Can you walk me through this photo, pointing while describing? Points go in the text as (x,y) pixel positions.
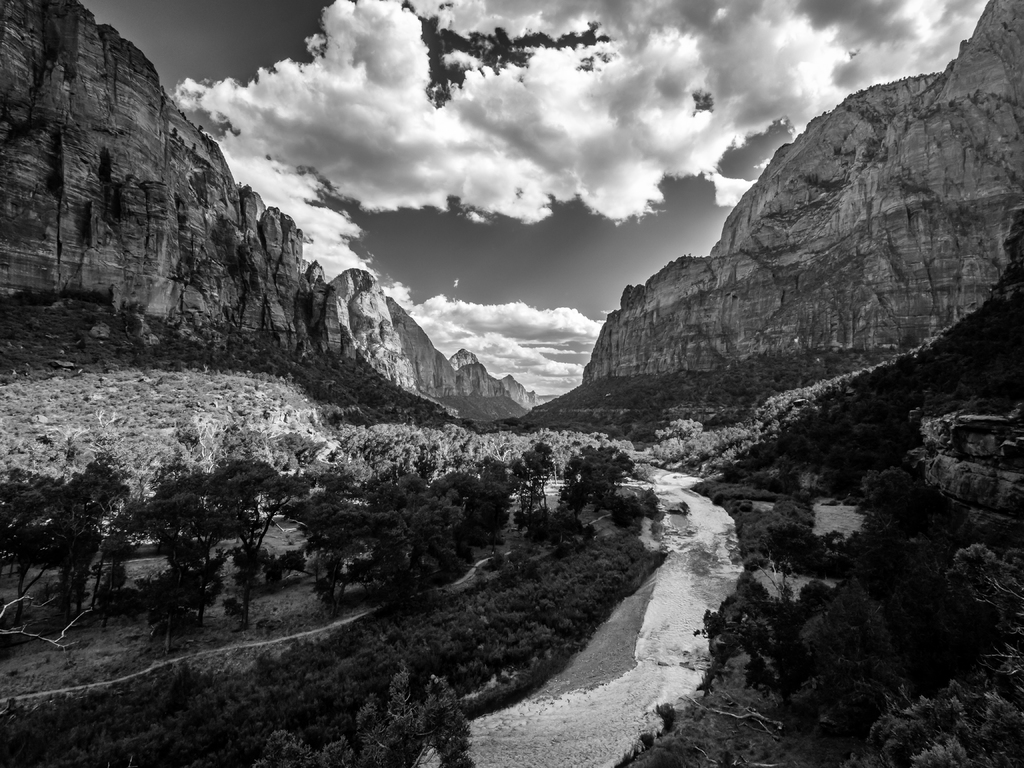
This is a black and white pic. Here we can see water (537,718) is flowing on the ground (846,507) in the middle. In the background (345,452) there are trees (258,367), mountains (53,20) and clouds (690,94) in the sky (642,16).
